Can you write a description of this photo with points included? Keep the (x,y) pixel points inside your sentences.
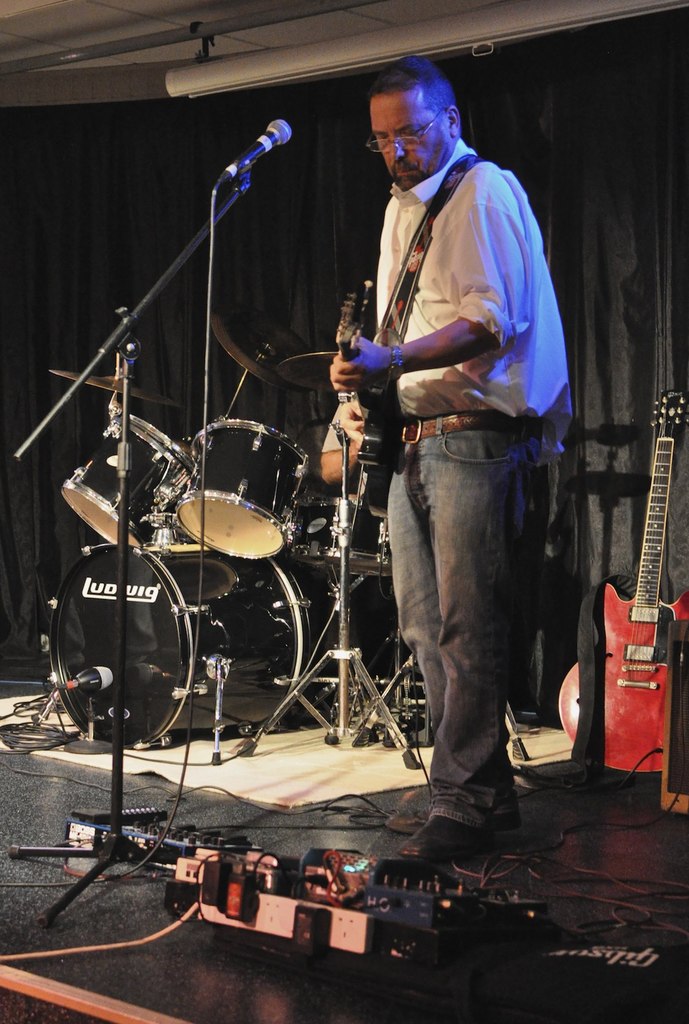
In this picture, there is a person (492,728) towards the right (508,501) and he is playing a guitar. Before him, there is a mike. At the bottom (298,917), there is a device (315,898). Beside him, there are drums (382,568). In the background (537,614) there is a curtain (633,559) and a guitar (607,664).
